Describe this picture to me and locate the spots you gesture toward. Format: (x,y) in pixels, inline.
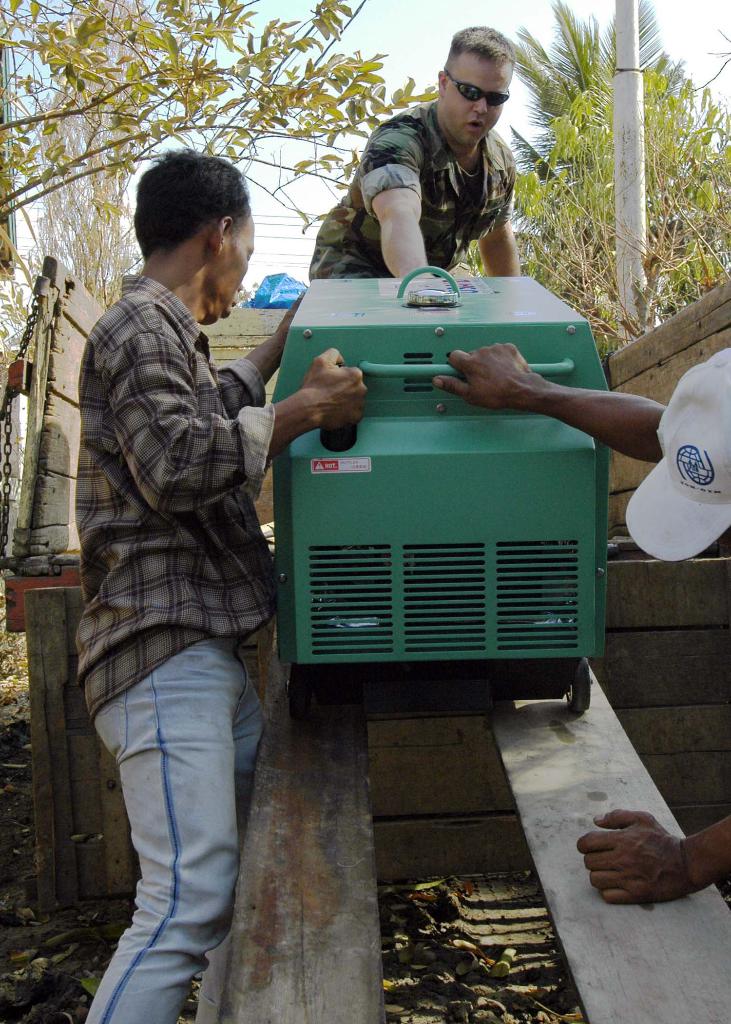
In this image we can see three men (189,772) holding a device (421,501) which is on the wooden stand (363,1006). In that a man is standing in a vehicle (622,594). We can also see some plants (5,333), trees (700,150), a pole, wires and the sky (325,153) which looks cloudy.
